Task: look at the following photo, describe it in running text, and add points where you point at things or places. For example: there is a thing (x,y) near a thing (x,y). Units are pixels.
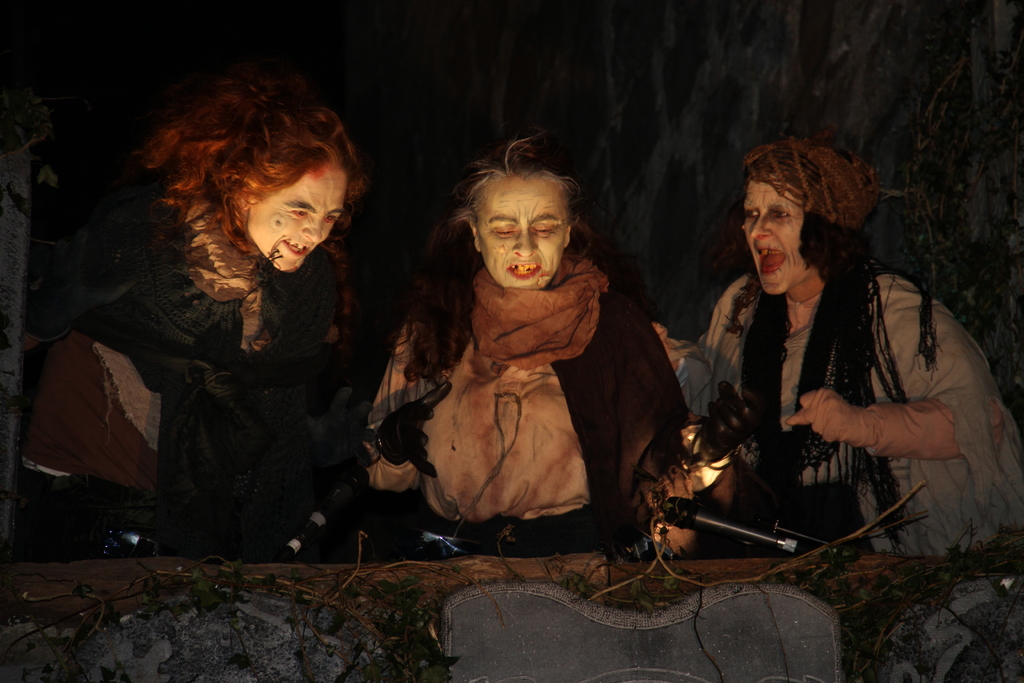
In this picture we can see three persons (568,438), they wore Halloween costumes (604,403), we can see microphones (320,506) and leaves (874,584) at the bottom (770,550), there is a dark background (679,55).
